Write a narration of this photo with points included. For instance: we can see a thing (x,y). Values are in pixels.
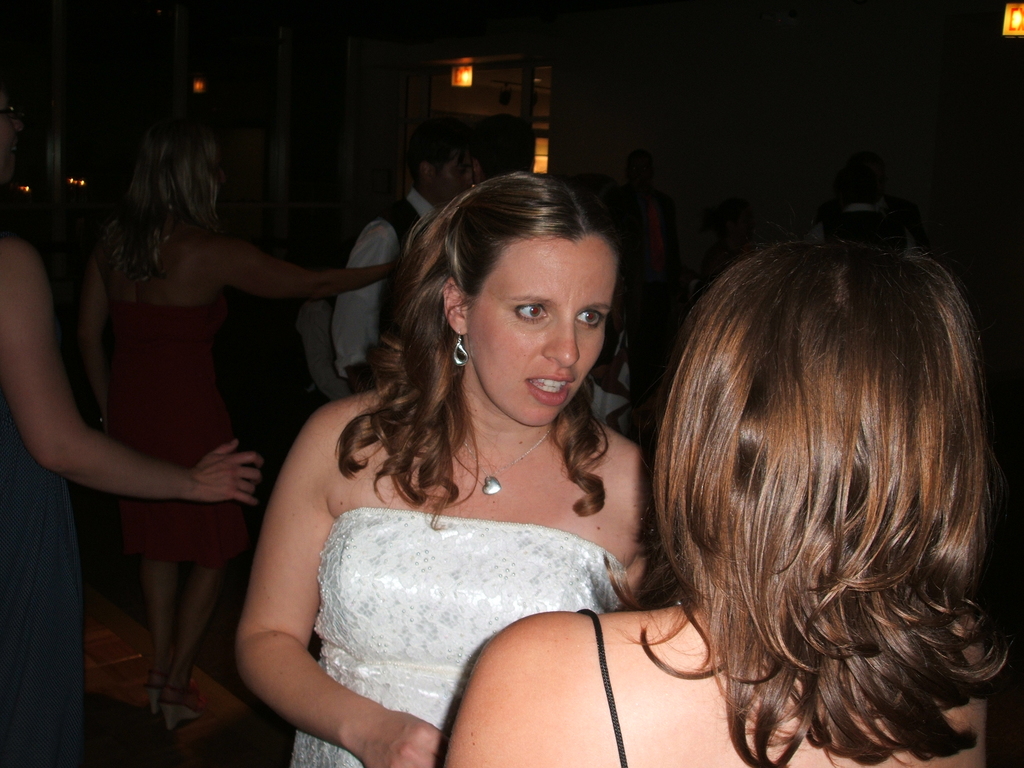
In this picture I can see people (392,394) standing. I can see the lights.
